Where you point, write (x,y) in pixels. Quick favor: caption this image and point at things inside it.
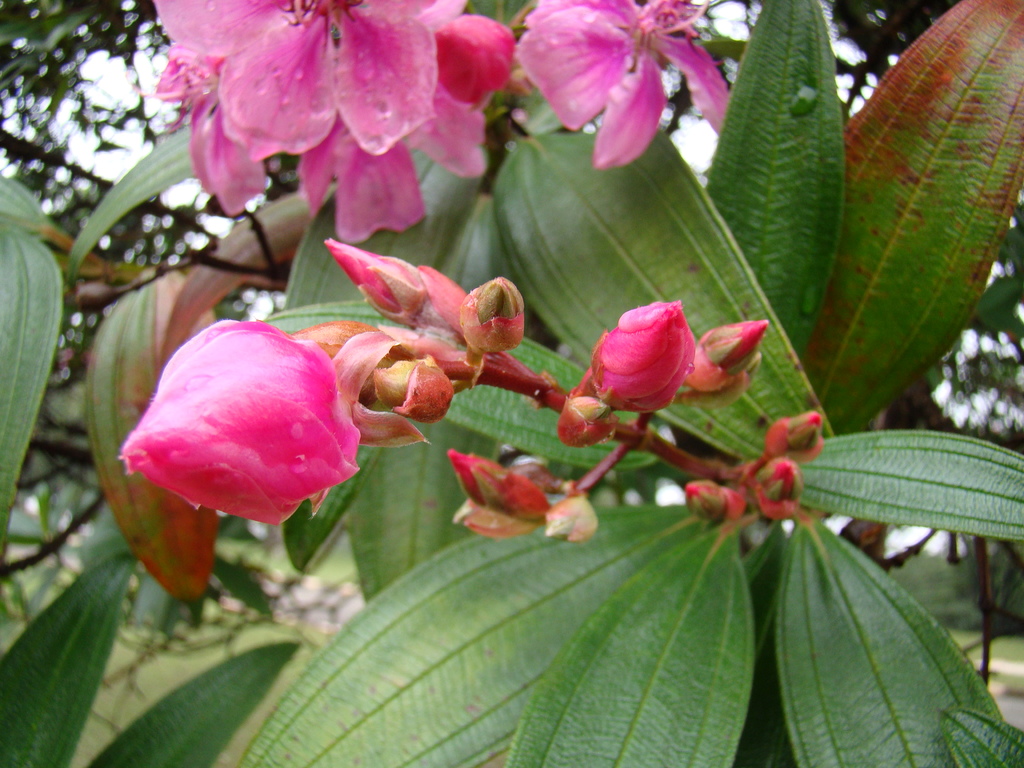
In the foreground of a picture we can see leaves (602,287), flowers (656,112), buds (301,388) and stem (645,447). In the background (37,103) we can see tree (83,125) and sky (42,108).
